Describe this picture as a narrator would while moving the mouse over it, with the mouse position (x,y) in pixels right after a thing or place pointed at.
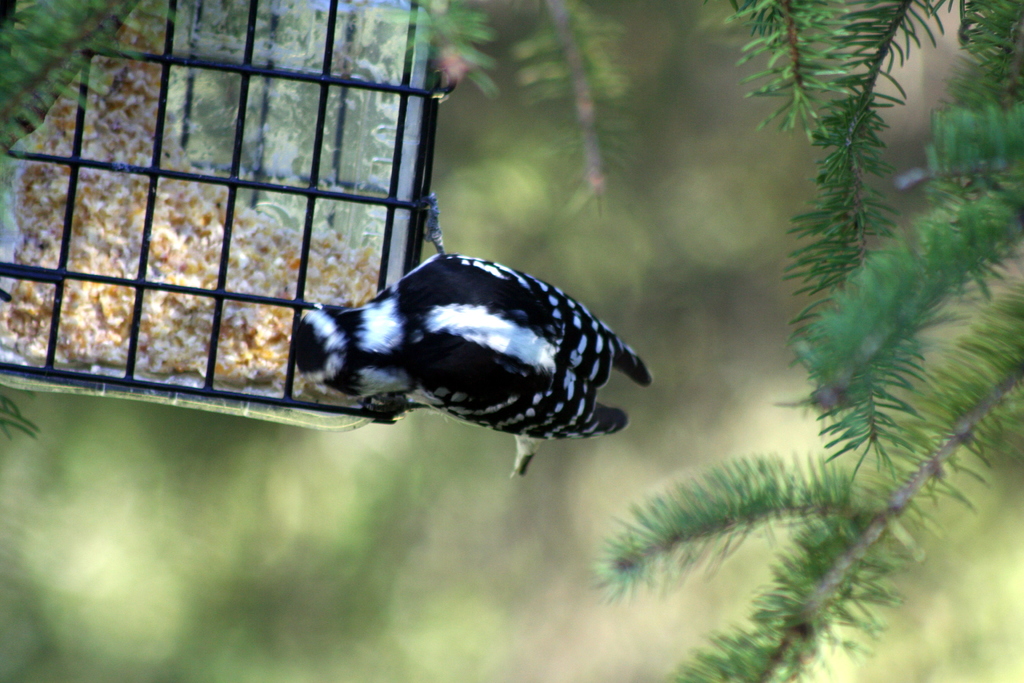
In this image we can see one bird (579,401), one cage (412,127), some food (194,224) inside the cage (47,270), some leaves (803,55) with stem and there is a blurred green color background (869,472).
